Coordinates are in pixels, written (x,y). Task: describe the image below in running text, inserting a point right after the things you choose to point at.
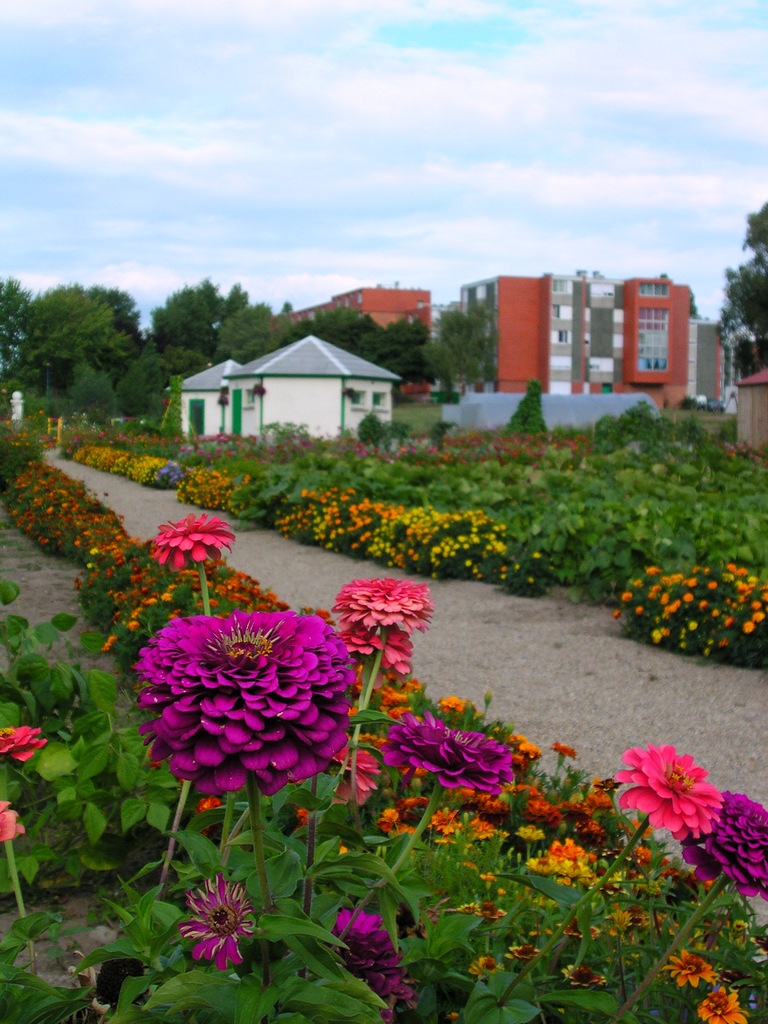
Here we can see a path (262,562) and to either side of the path (284,577) we can see plants (213,590) with flowers (166,530). In the background (439,362) there are buildings (638,357), trees (57,367), plants (315,472) and clouds (432,118) in the sky (432,118).
